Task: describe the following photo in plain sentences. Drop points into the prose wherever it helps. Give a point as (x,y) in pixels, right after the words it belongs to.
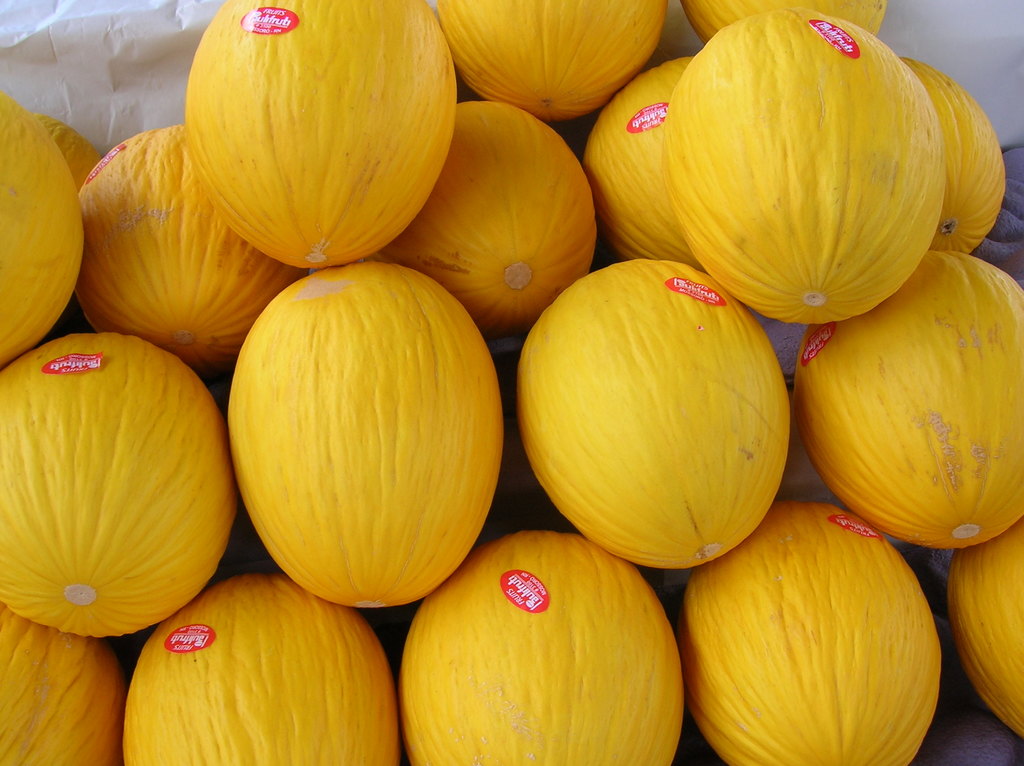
In this image, we can see few melons (229,361). Here we can see red color stickers (657,125). Background (971,61) we can see white color object (923,50).
